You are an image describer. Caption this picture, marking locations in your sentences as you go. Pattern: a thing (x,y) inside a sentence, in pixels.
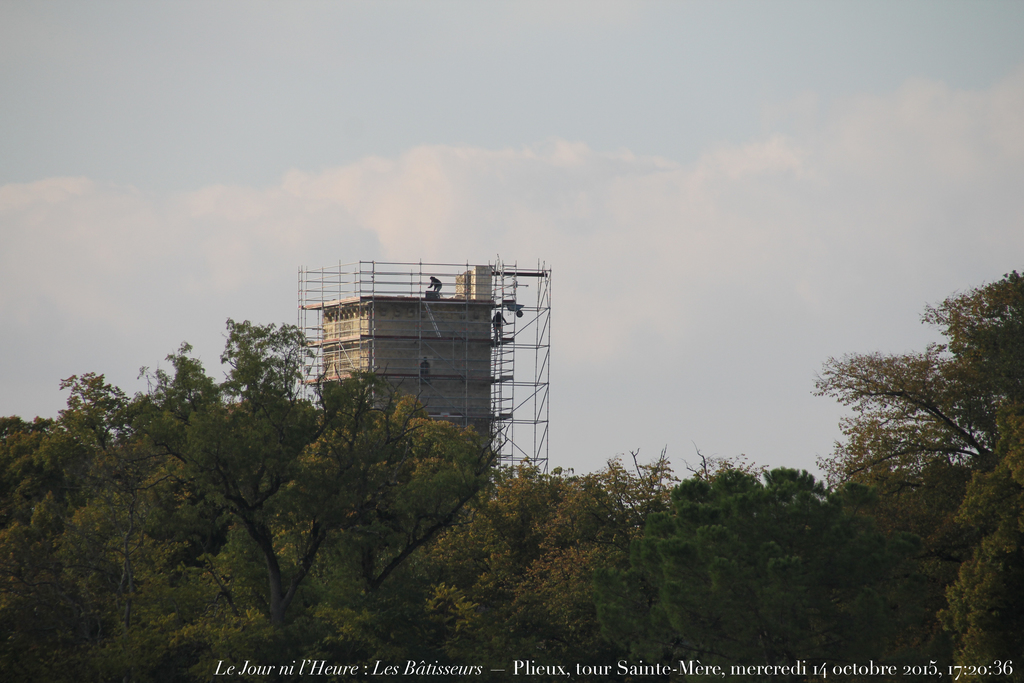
In this image there are some trees (487,522) in the bottom of this image (487,553) and there is one construction building (414,375) in middle of this image (465,365) and there is a sky (397,153) on the top of this image (596,173). There is some text (263,669) written at the bottom corner of this image (914,669).
